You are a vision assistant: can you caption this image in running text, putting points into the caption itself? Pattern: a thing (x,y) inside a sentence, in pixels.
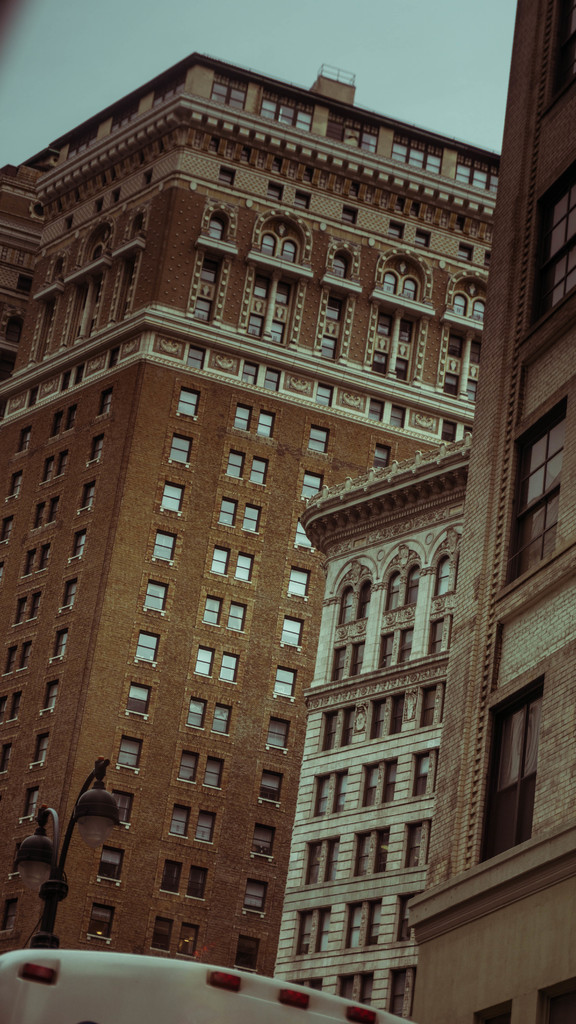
This picture might be taken from outside of the building (488,959). In this image, on the left side (38,853), we can see a street light (67,832). In the bottom of the image (139,983), we can see a white color vehicle (81,999). In the background (153,927), we can see some buildings (535,979), glass window (502,760). At the top (472,132), we can see a sky (472,132).
